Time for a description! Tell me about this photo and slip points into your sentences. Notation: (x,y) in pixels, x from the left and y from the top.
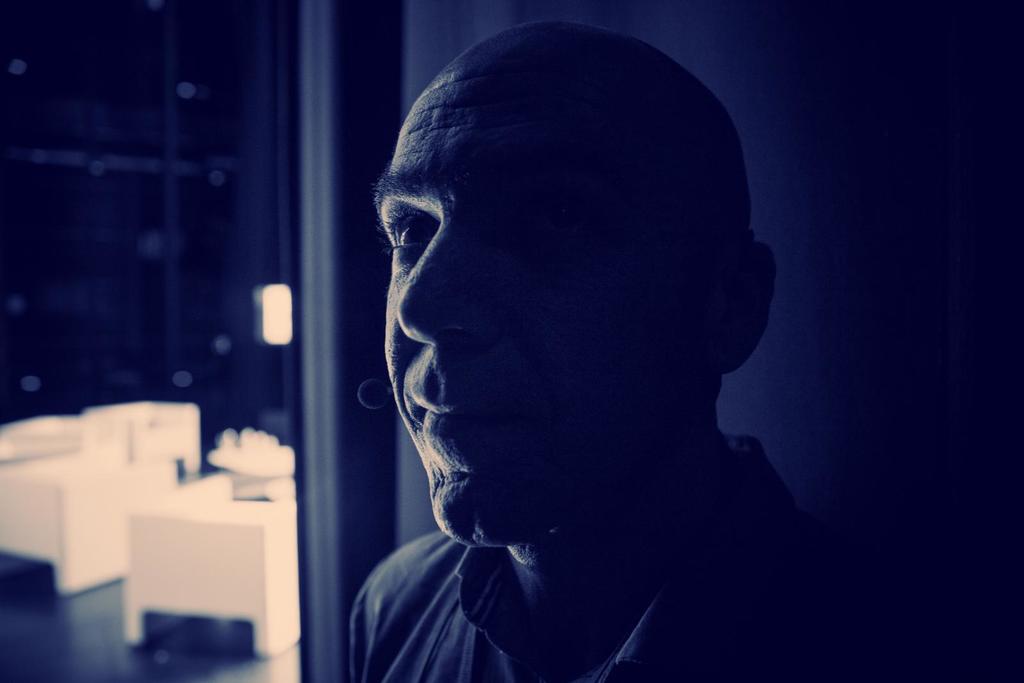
In the image there is a man (435,483). On the left side of the image (73,527) there are few chairs (139,485) which are in white color. And also there is a glass wall (176,157).
